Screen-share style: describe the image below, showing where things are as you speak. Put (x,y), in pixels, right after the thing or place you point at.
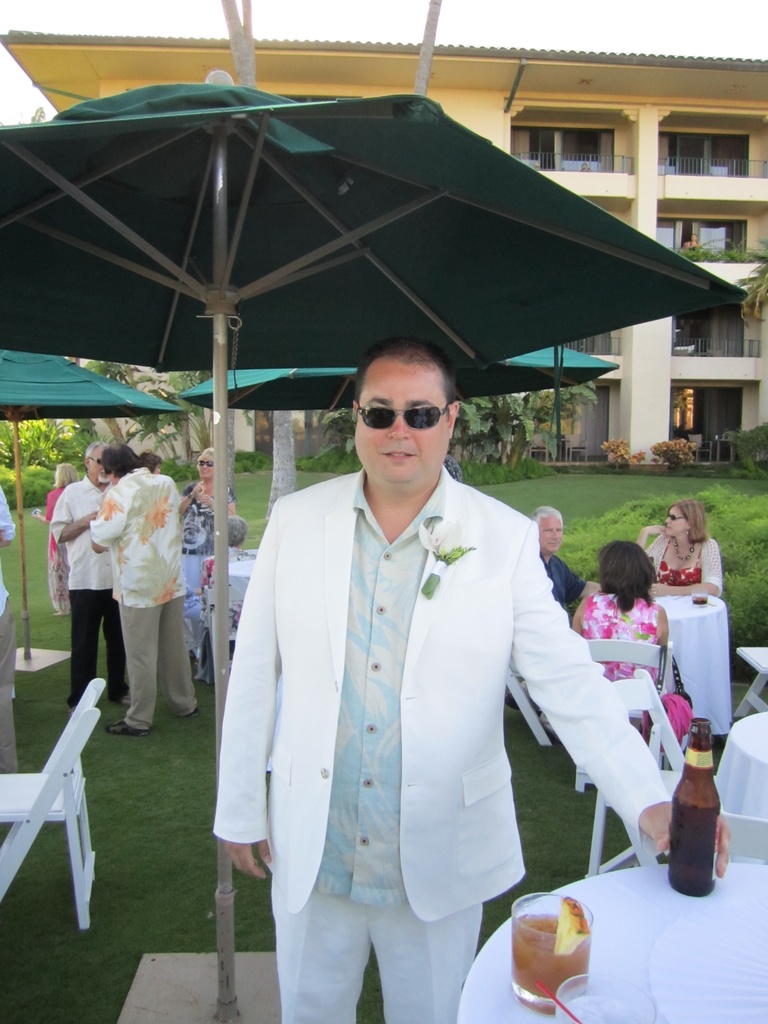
In this picture there is a man (646,799) who is standing and holding a bottle (701,836). There is a glass (538,948) and a straw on the table (615,930). There are few people (624,558) sitting on the chair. There are also few people (149,584) standing. There is an umbrella (384,220). There is a building (566,154) and some plants (469,424) at the background (701,379).
